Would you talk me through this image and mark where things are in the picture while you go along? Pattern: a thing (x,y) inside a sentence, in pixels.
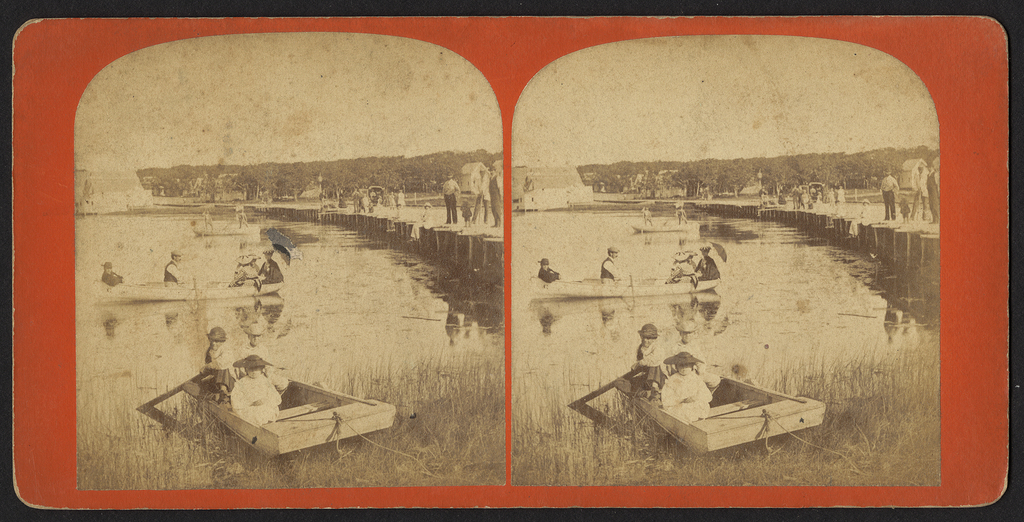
This is a collage of the same pictures, in which there are some people (285,378) in the boats (297,387) and also we can see a bridge (387,220) on which there are some people (419,228). We can see some plants (635,190) and grass (95,404).
